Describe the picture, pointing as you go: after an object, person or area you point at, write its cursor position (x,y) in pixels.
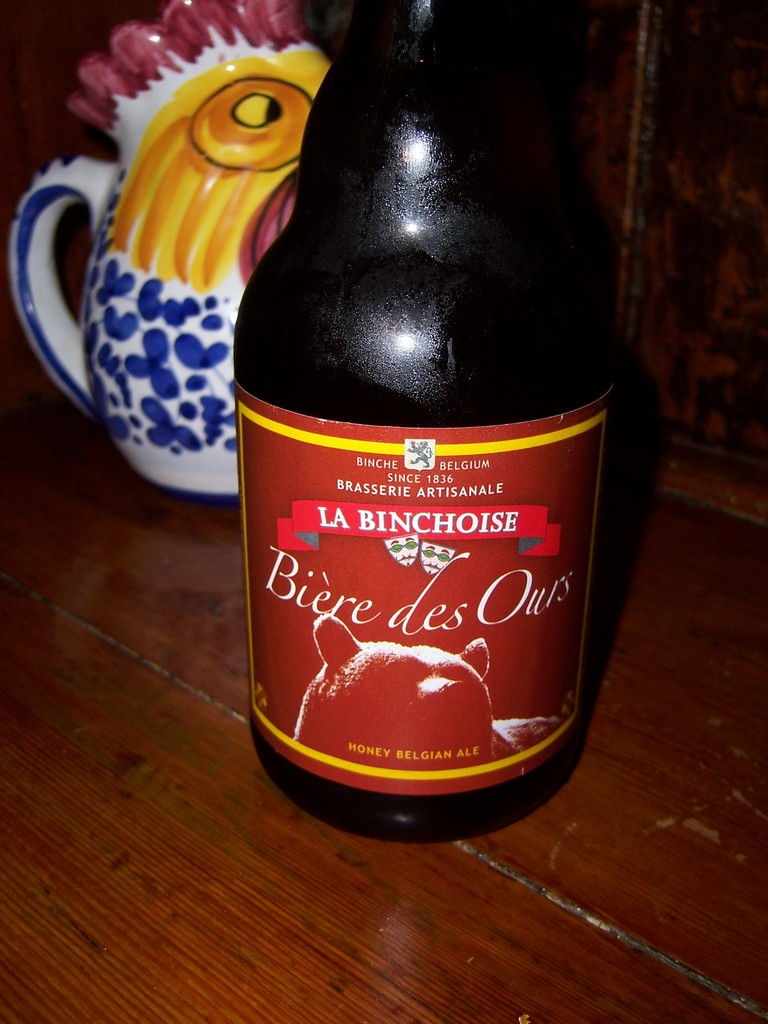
In the picture I can see bottle (503,377) is placed on the wooden thing (187,770), behind we can see colorful mug (179,364).
